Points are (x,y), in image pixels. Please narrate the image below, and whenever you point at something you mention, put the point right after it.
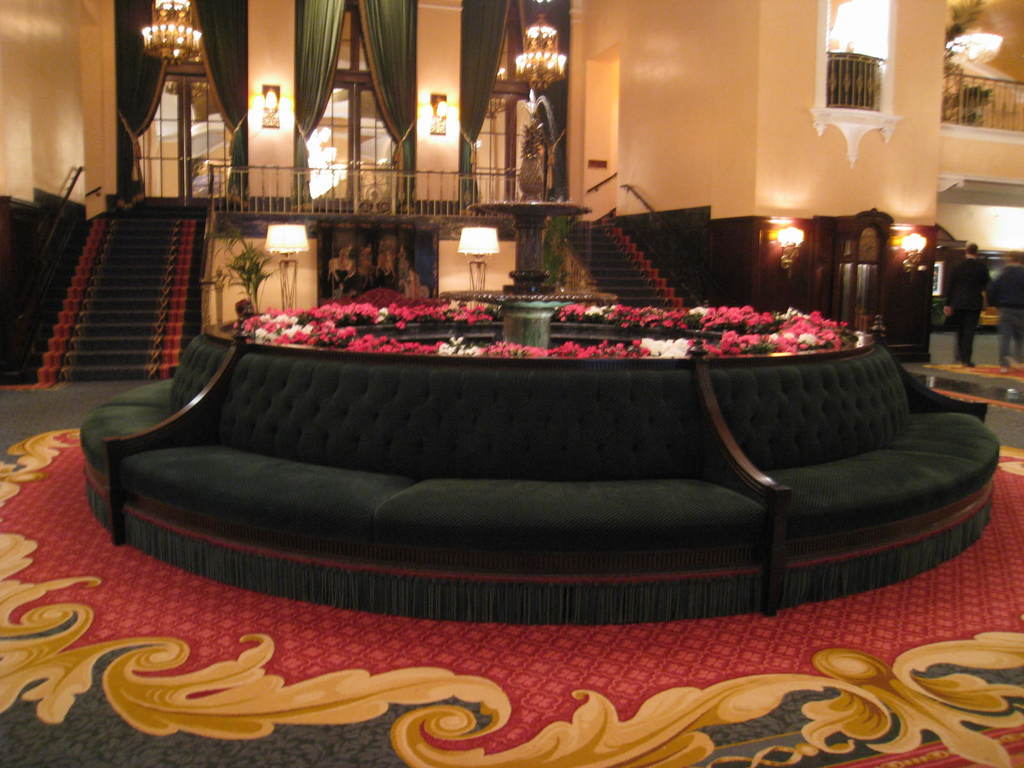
In this image there is a carpet (334,700) as we can see at bottom of this image (588,717) and there is a sofa (715,371) in middle of this image (512,373) and there are some doors (370,107) at top of this image (342,77) and there are some lights (168,33) are arranged as we can see in middle of this image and there are some stairs (168,303) in middle of this image (644,269).
